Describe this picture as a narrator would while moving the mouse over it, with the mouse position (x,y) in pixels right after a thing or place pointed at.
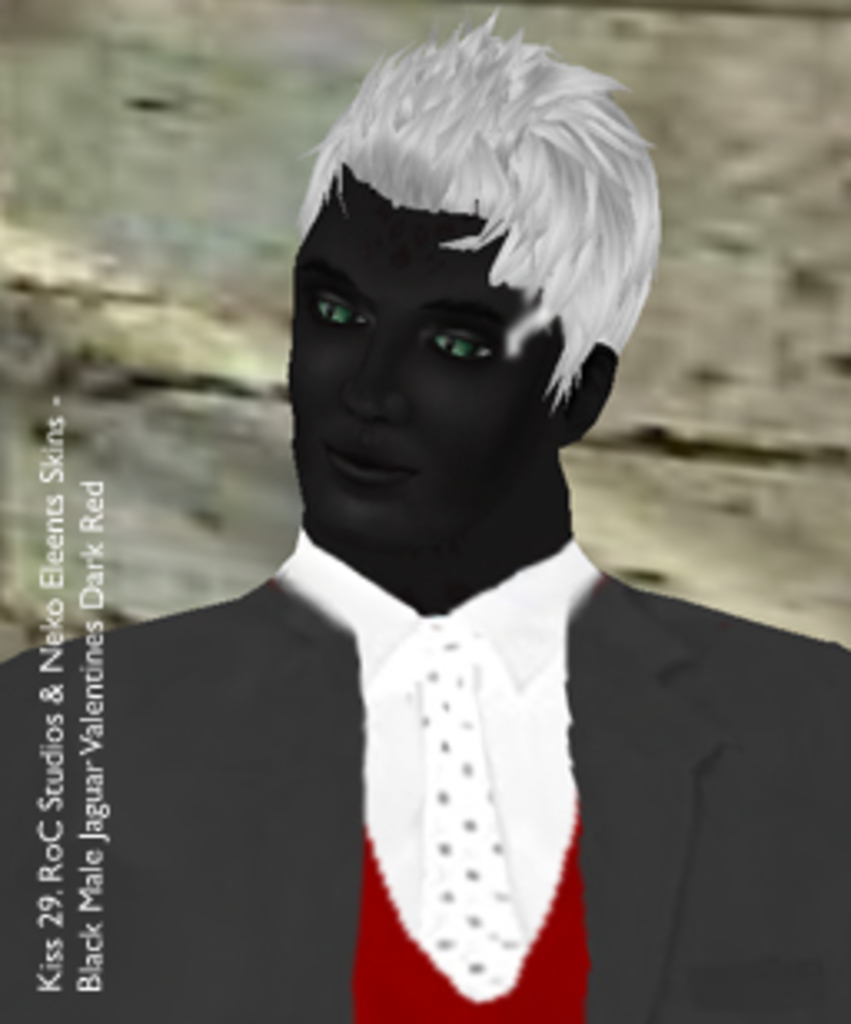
This is an animated image. A person (384,661) is present, he is wearing a suit (260,814). Some matter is written on the left (85,599).
